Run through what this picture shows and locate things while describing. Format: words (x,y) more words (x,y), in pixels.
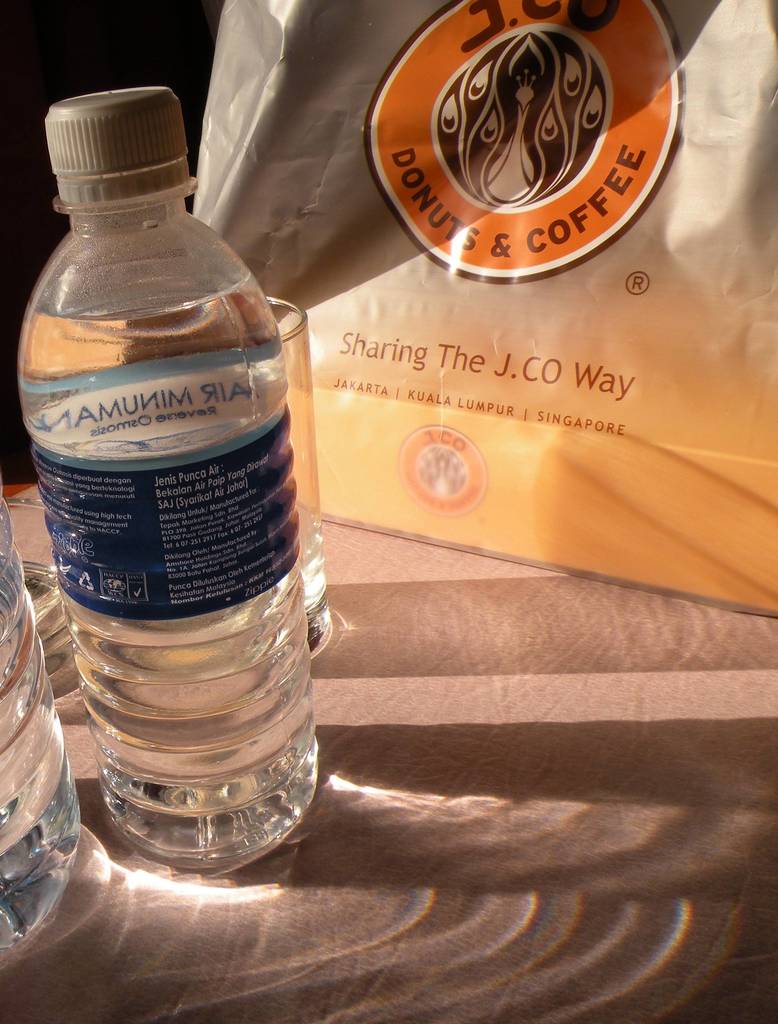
In this picture we can see bottles (17,934) and a glass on the left side (230,634) and there is a plastic cover (417,358) on the right side (621,312).
